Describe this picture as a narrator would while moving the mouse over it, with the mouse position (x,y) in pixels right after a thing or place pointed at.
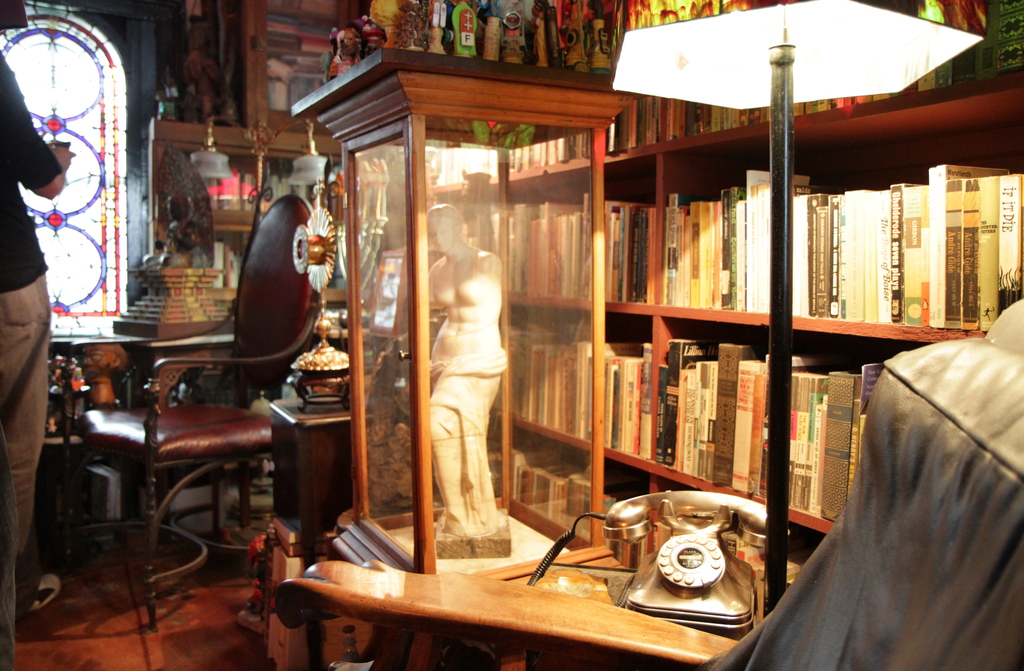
In the center (462,376) we can see the statue (455,364). On the left side (43,299) we can see man (25,271) standing. And coming to the background (613,162) we can see shelf (689,320) with full of book (707,305) and lamp (784,48). And it was surrounded by objects (191,316).
